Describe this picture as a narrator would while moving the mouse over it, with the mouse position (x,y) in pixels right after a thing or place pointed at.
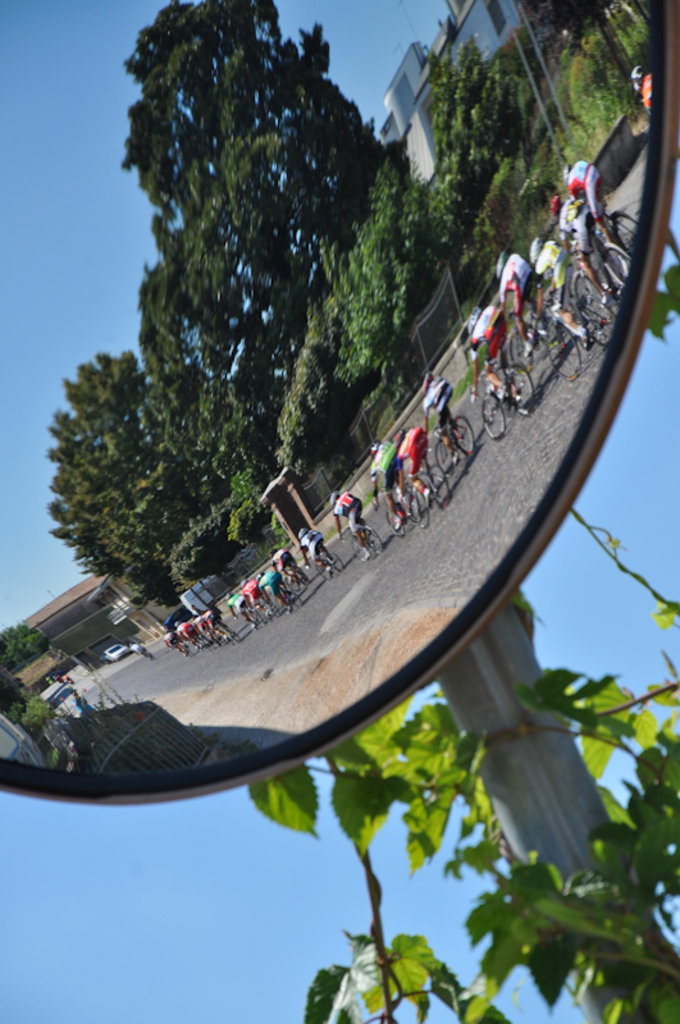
This image is taken outdoors. At the bottom of the image (447,845) there is the sky (633,770). On the right side of the image (456,745) there is a tree (476,855) and there is a convex mirror (350,494). In the convex mirror (394,514), we can see there are a few people (232,609) riding on the bicycles (439,434). There are many trees (208,377) and plants (498,65) and there are a few buildings (73,629). A car (114,655) is moving on the road (196,685).
